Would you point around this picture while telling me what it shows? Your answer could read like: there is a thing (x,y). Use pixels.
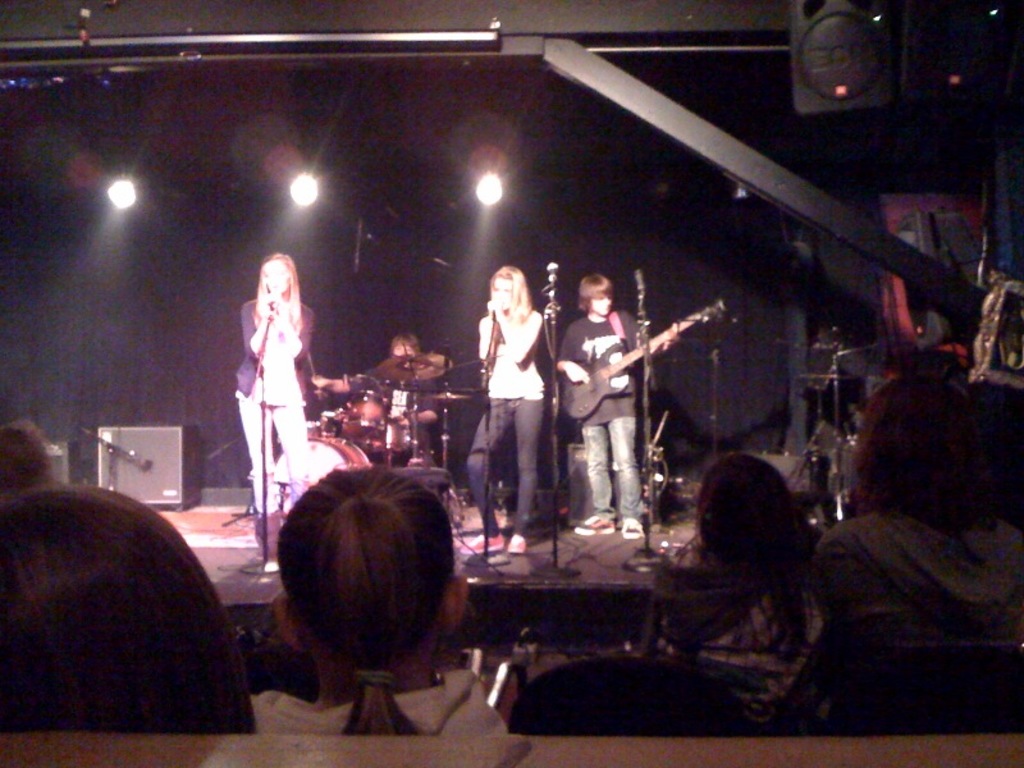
This is a picture of a stage performance. On the stage (676,513) there are four persons (302,330) and crowd (153,543) is sitting in front of them. In the center of the image (526,407) there is a woman (499,287) standing and singing. On the left (257,389) there is another woman (255,373) standing and singing. On the right (708,306) a person (609,332) is playing guitar (599,368). In the background (377,363) a person (402,412) is playing drums (385,436). In background (387,223) it is dark it has three lights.
